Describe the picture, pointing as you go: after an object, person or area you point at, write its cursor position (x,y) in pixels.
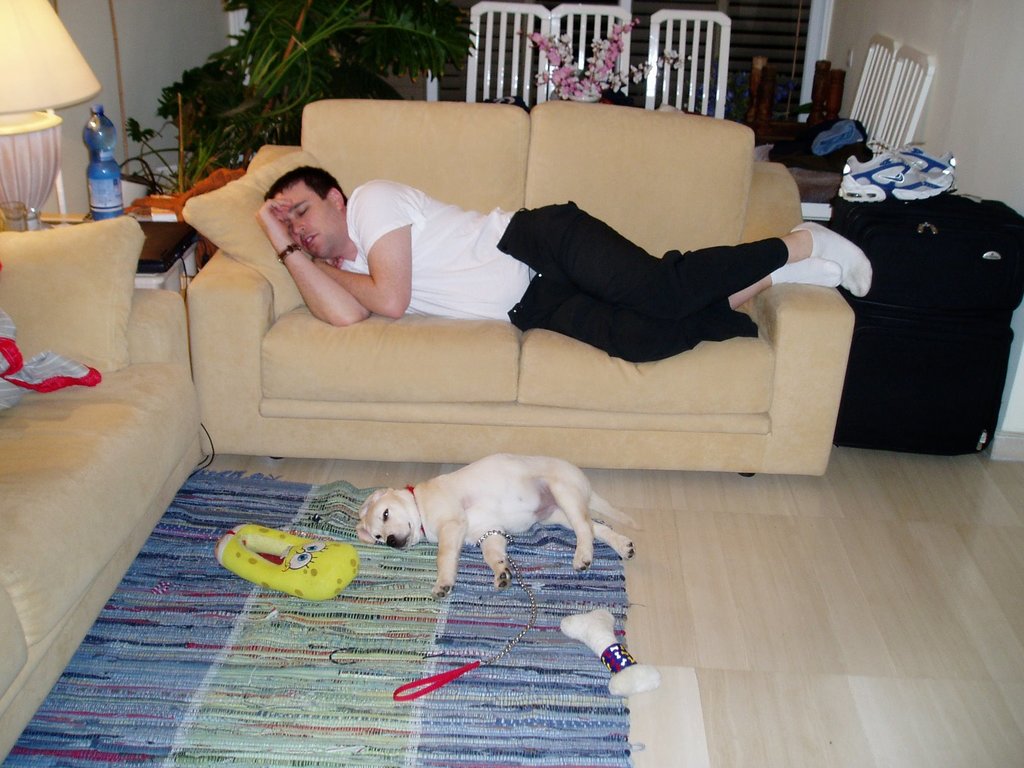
In this image I can see inside view of a room (730,618), on the middle (540,404) I can see sofa set (397,318) and a person (355,269) sleeping in the sofa set (461,355) and wearing a white color shirt (458,255), back side of the sofa set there is a plant (291,42) and there are some chairs (880,45) kept on the floor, on the left side (70,70) I can see a lamp (55,103) and a bottle (112,149) kept on the table (181,242), on the right side (930,282) I can see a luggage bag (949,284), on the middle (445,491) I can see a carpet (252,631) with blue color and there is a dog (391,488) lying on the floor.
